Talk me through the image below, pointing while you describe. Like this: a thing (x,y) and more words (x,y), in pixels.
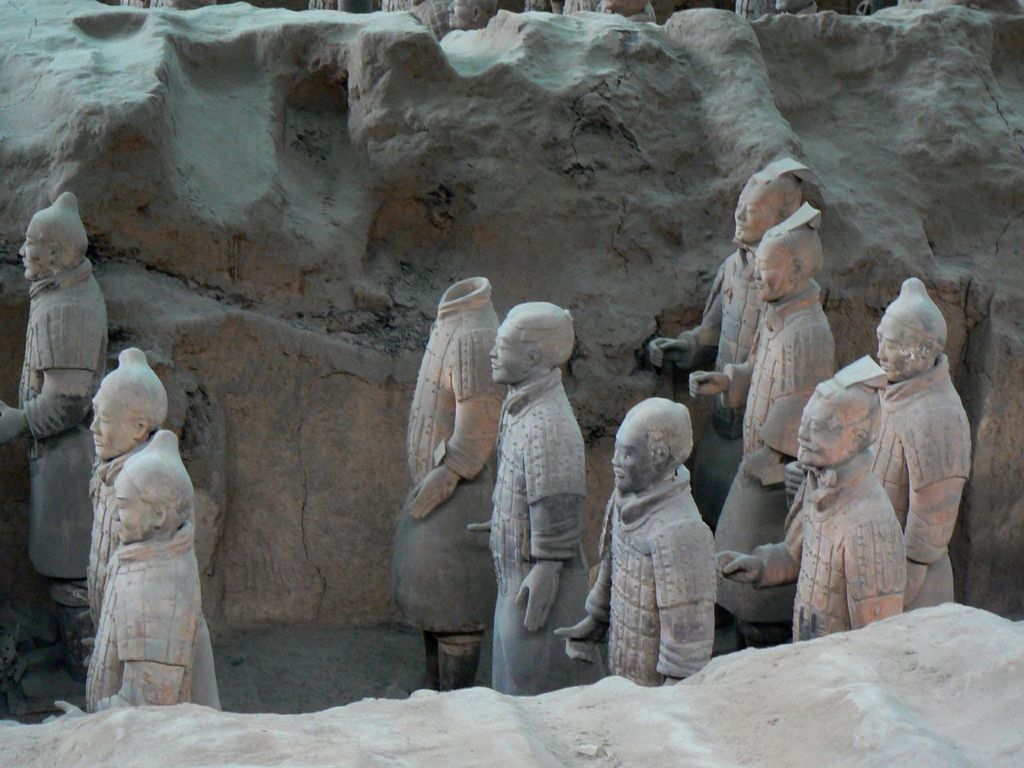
In the center of the image (531,384) there are sculptures (547,438). In the background of the image (549,179) there are rocks (624,125).
